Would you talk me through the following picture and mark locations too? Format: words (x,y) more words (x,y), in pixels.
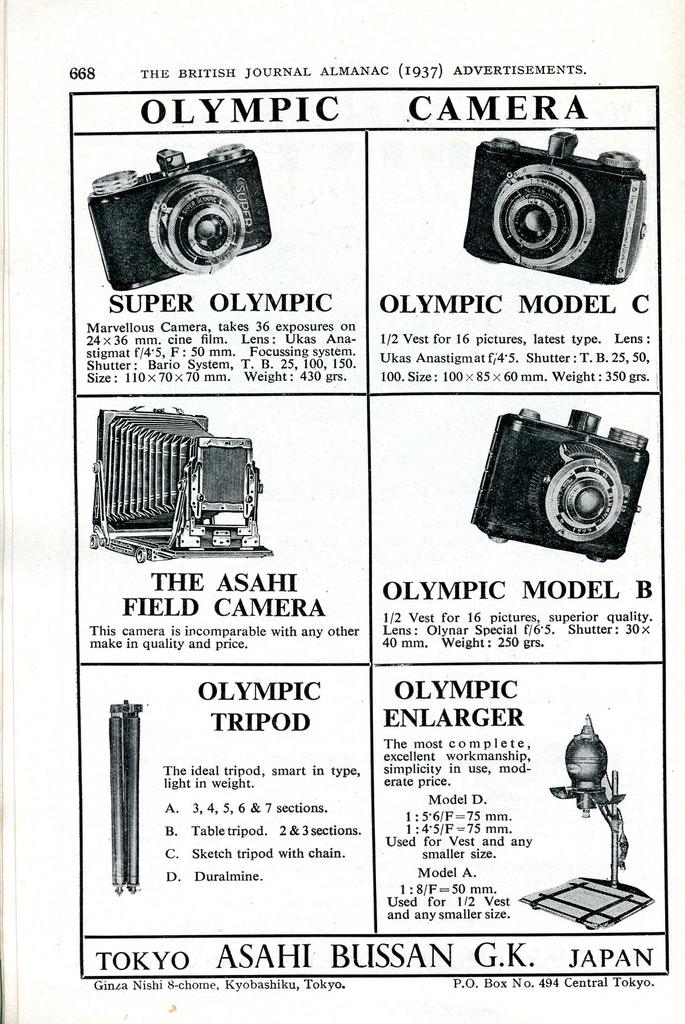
In the image we can see a paper (584,171), on the paper (195,22) there is some information about products (511,183).
